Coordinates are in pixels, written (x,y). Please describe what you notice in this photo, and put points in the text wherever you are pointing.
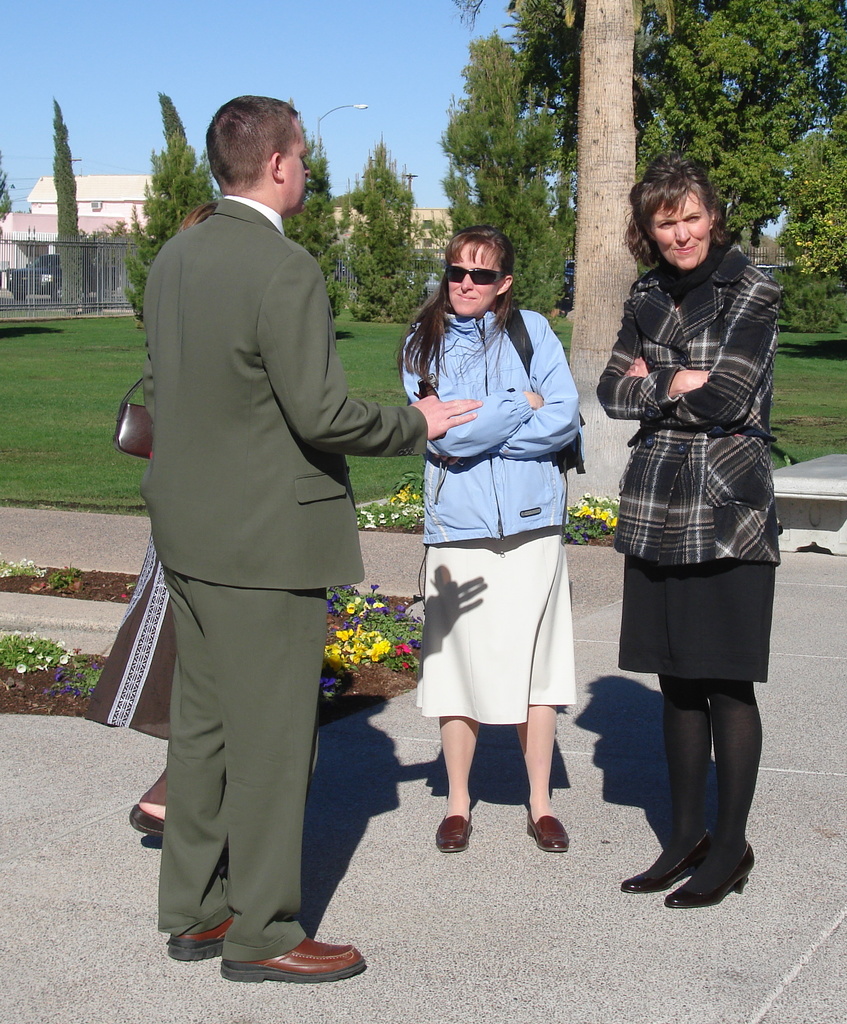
In the picture there are four people (518,604) they are standing in front of a garden (42,674) and discussing with each other, the climate is very sunny, behind the garden (166,194) there is a complex (100,197) and in the background (424,80) there is a sky (328,50).
